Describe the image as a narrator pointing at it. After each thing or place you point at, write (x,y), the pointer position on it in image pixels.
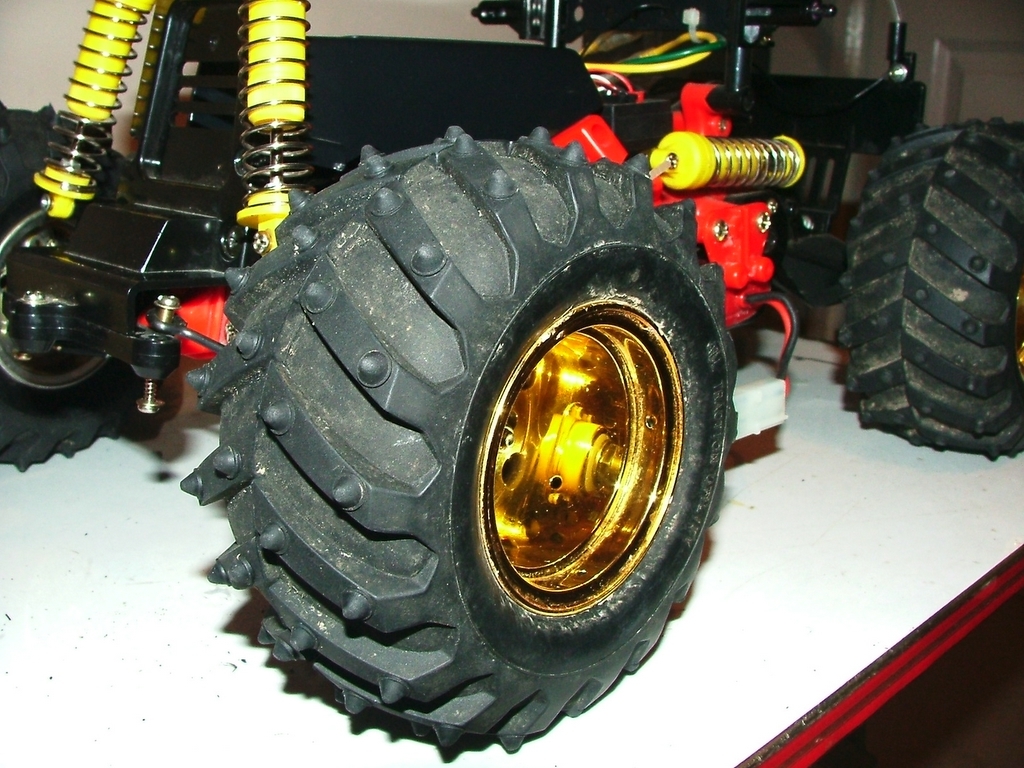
In this picture we can see the car (249,297) and wheels (1007,271), which is kept on the table (807,505). In the top right corner (955,44) there is a door (964,50). At the top (130,88) there is a wall (328,10).
